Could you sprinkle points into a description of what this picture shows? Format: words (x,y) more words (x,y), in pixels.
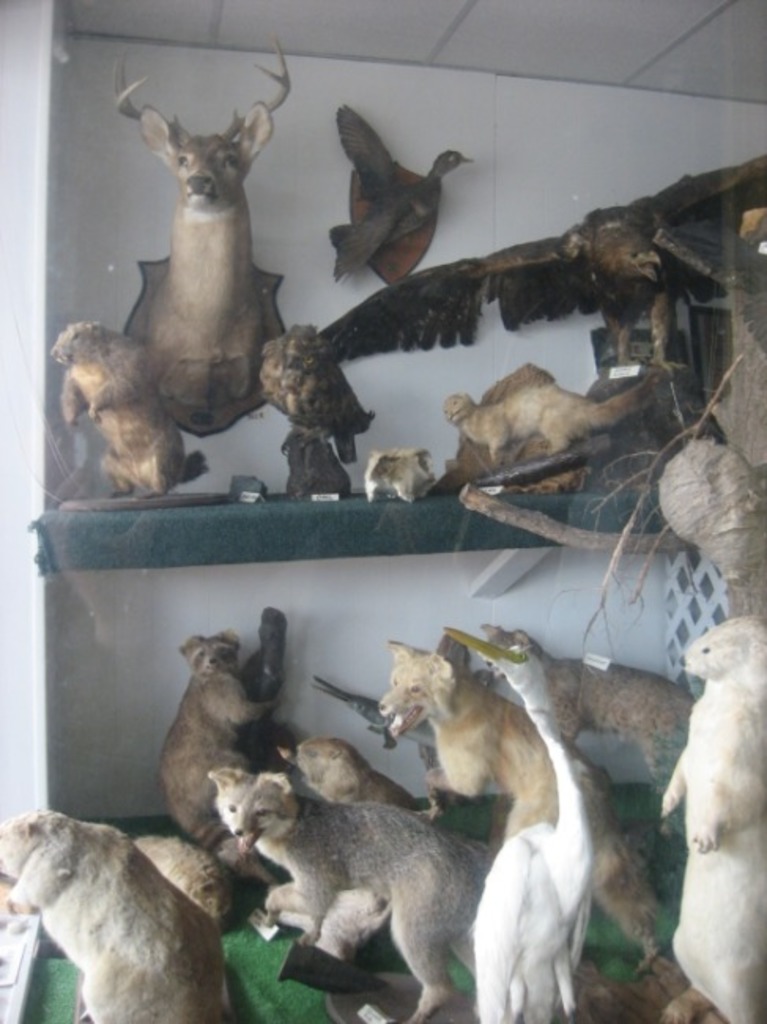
In the picture there are many mounts (464,412) of different animals (535,281), in the background (485,83) there is a wall (523,80).
